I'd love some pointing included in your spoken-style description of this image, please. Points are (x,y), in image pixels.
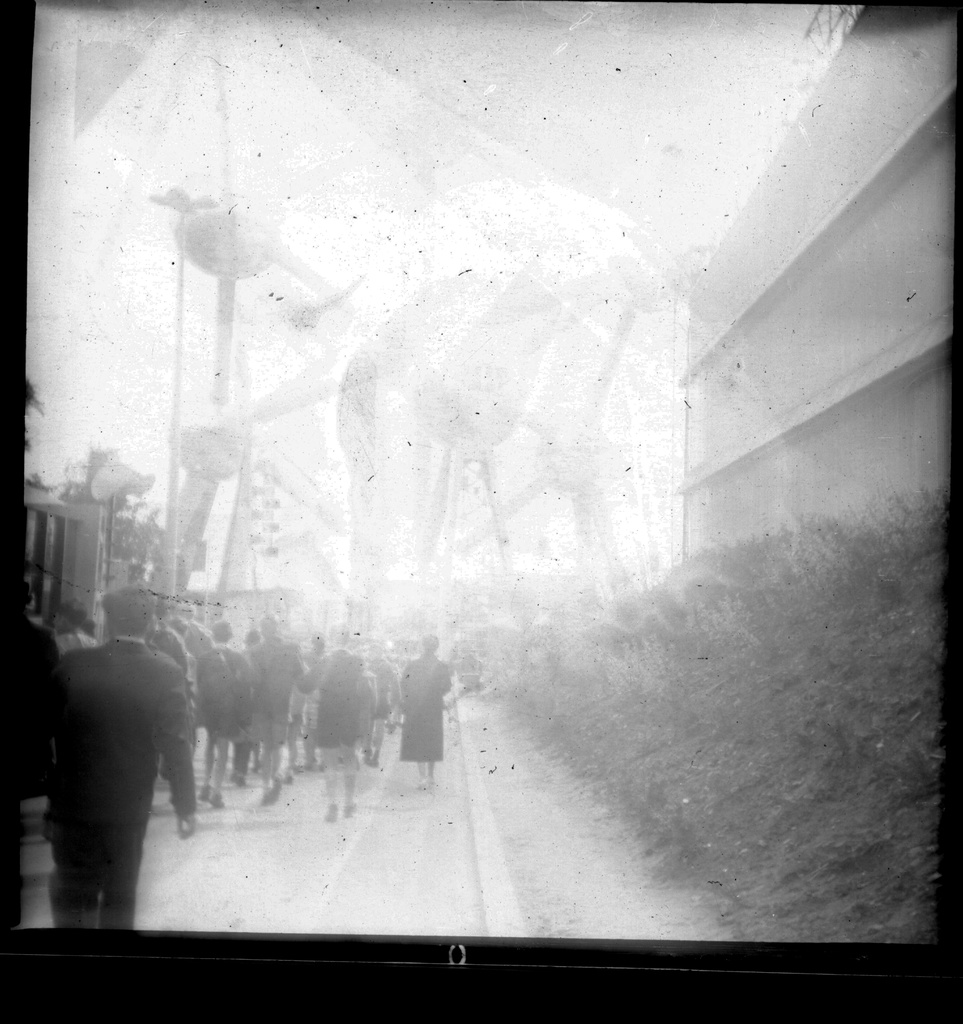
In the image we can see a screen (725,398). In the screen (594,864) few people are walking on the road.
